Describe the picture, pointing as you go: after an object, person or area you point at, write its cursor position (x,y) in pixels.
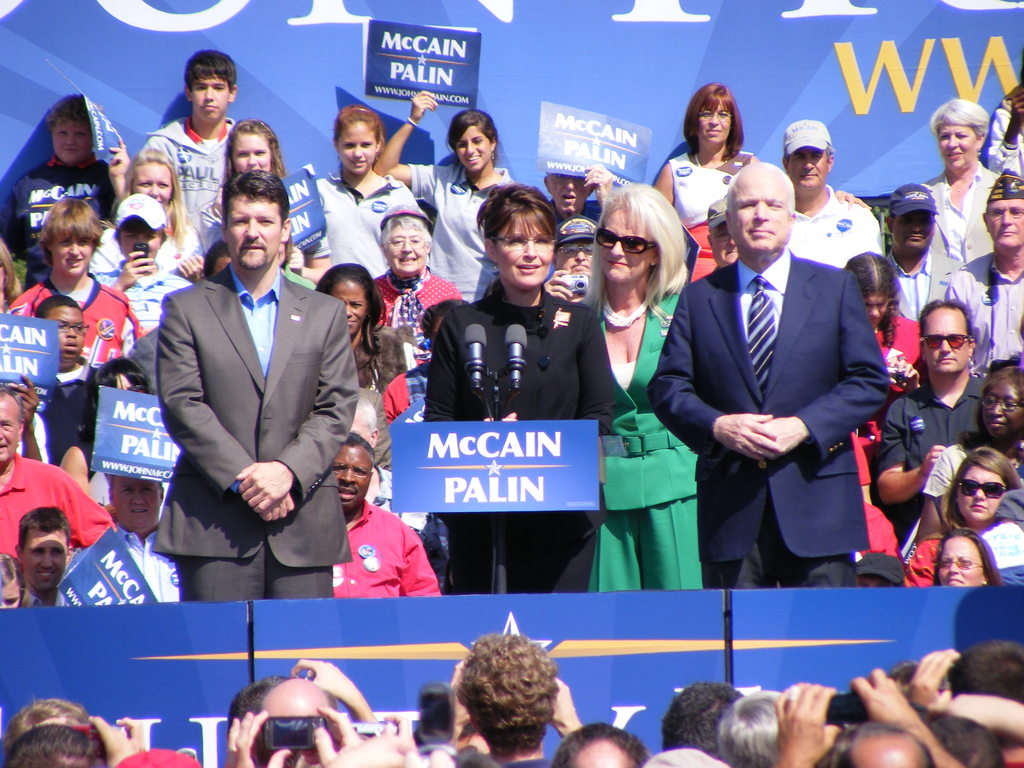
In this image there are people (337,217) holding the placards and mobiles (842,705). In the center of the image (616,456) there are four people (483,308) standing near the mics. In the background of the image (570,54) there is a banner (654,26).
